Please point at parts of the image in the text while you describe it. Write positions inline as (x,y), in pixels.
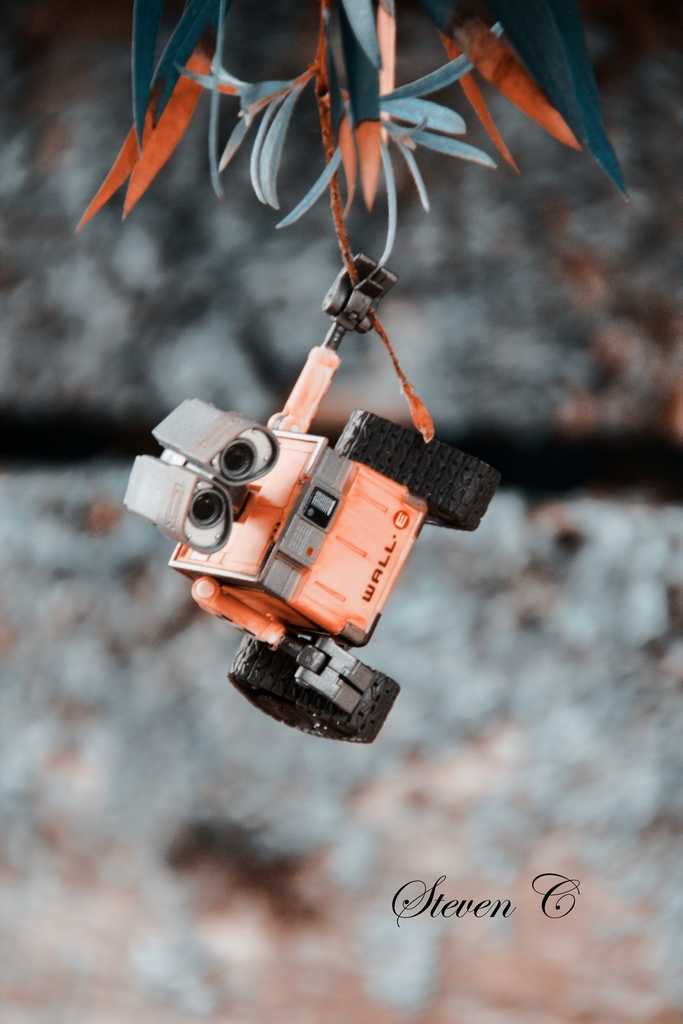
In this picture I can see a toy (335,373) in front (366,708), which is holding a stick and I can see the leaves (344,135). I can also see the watermark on the right bottom of this picture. I see that it is blurred in the background (231,724).
